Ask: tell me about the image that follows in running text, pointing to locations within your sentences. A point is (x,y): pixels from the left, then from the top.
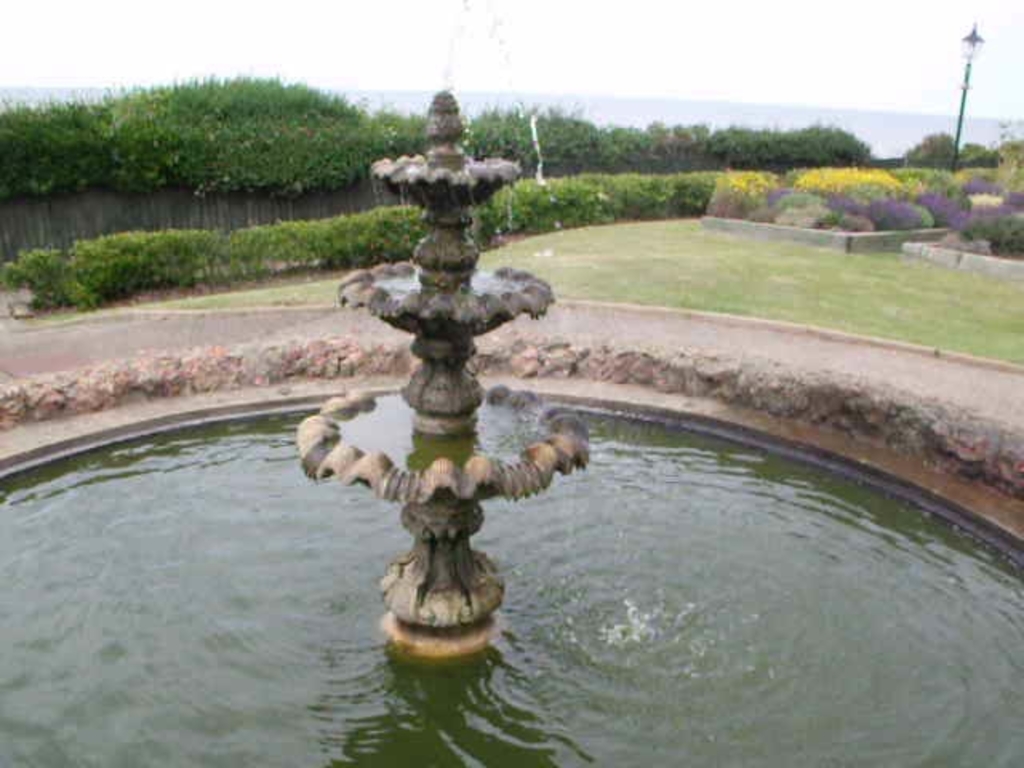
In this image can see the water fountain (351,577). In the background (837,280), we can see the lawn (854,293), shrubs (711,177), wooden fence (283,206), light pole (975,35) and the sky (828,65).
